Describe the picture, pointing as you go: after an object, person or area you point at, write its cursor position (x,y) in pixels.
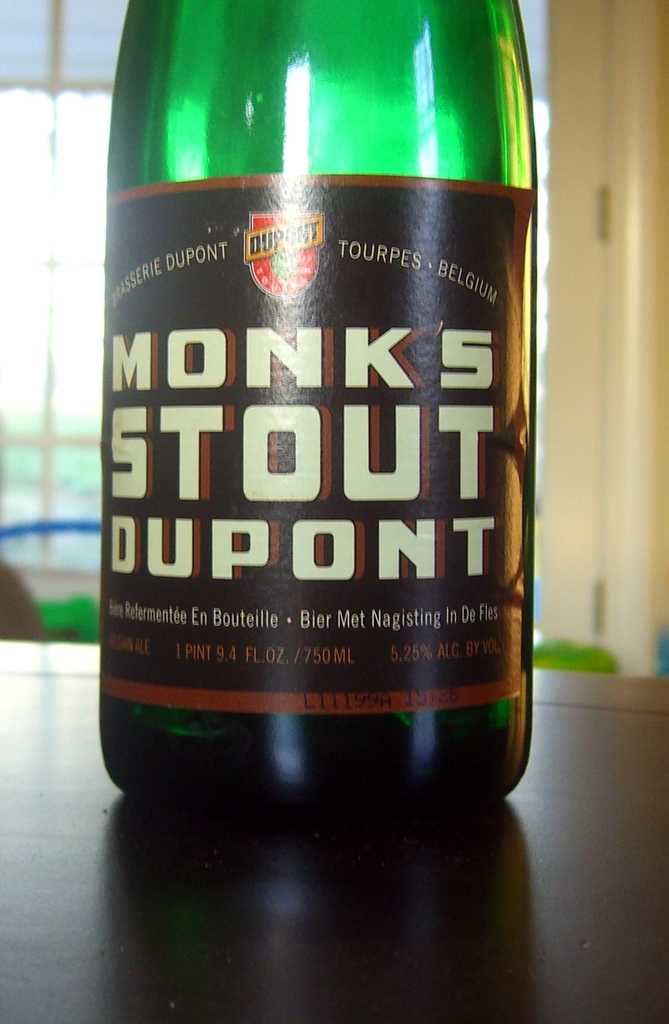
in the center (242,479) we can see one bottle (503,272) named as "monks". In front there is a table (28,757), in the background (578,278) there is a wall (616,191).
